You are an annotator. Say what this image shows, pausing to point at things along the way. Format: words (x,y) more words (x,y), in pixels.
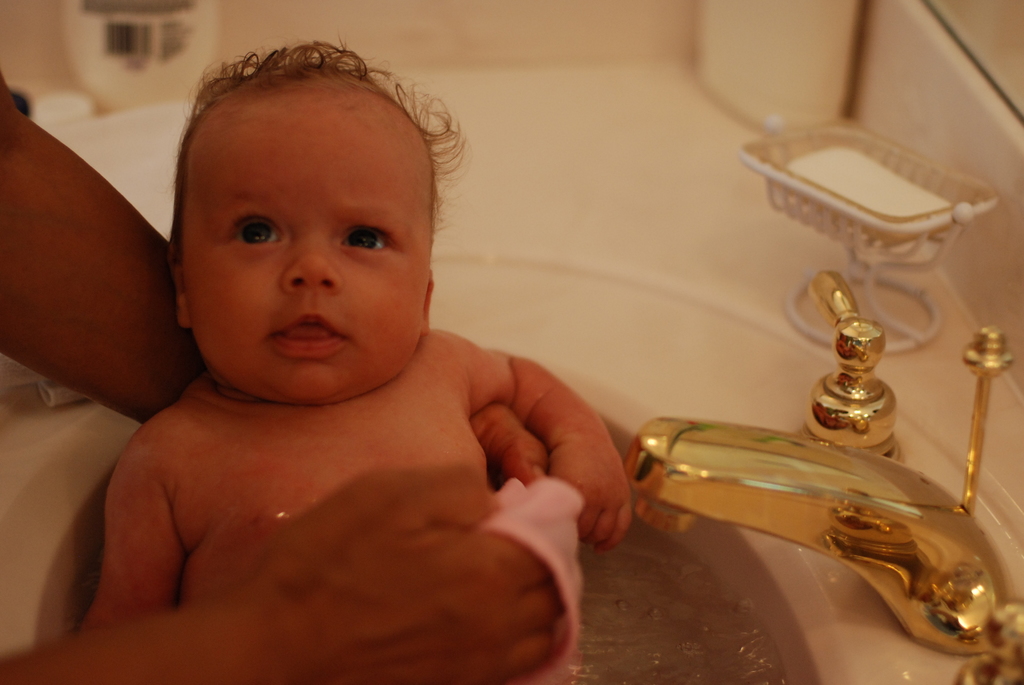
In this picture we can see a person (382,634) holding a baby (261,374) with hands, tap (890,471), soap (876,177), bottles (756,71) and in the background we can see wall (58,43).
